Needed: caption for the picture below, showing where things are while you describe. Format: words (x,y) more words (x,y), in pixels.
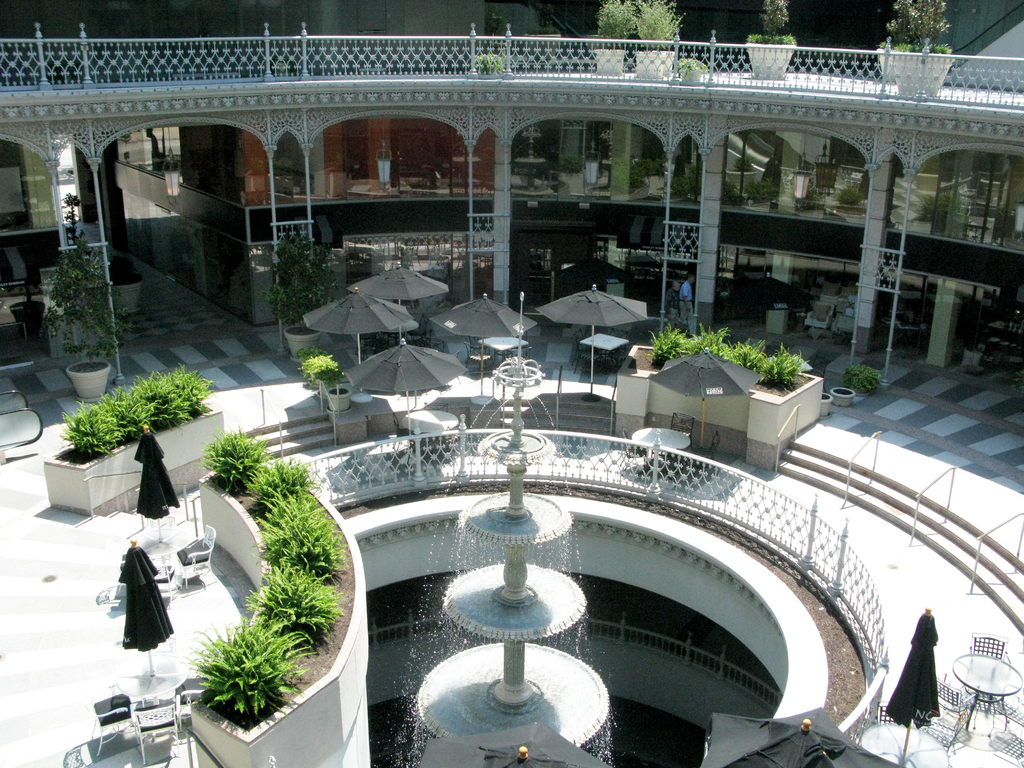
In this image we can see the fountain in the middle of the image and there are some chairs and tables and we can see some umbrellas (377,373). We can see some plants (213,670) and there are some potted plants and we can see a building (46,251) in the background (954,8) and there are two persons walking in front of the building (409,207).
